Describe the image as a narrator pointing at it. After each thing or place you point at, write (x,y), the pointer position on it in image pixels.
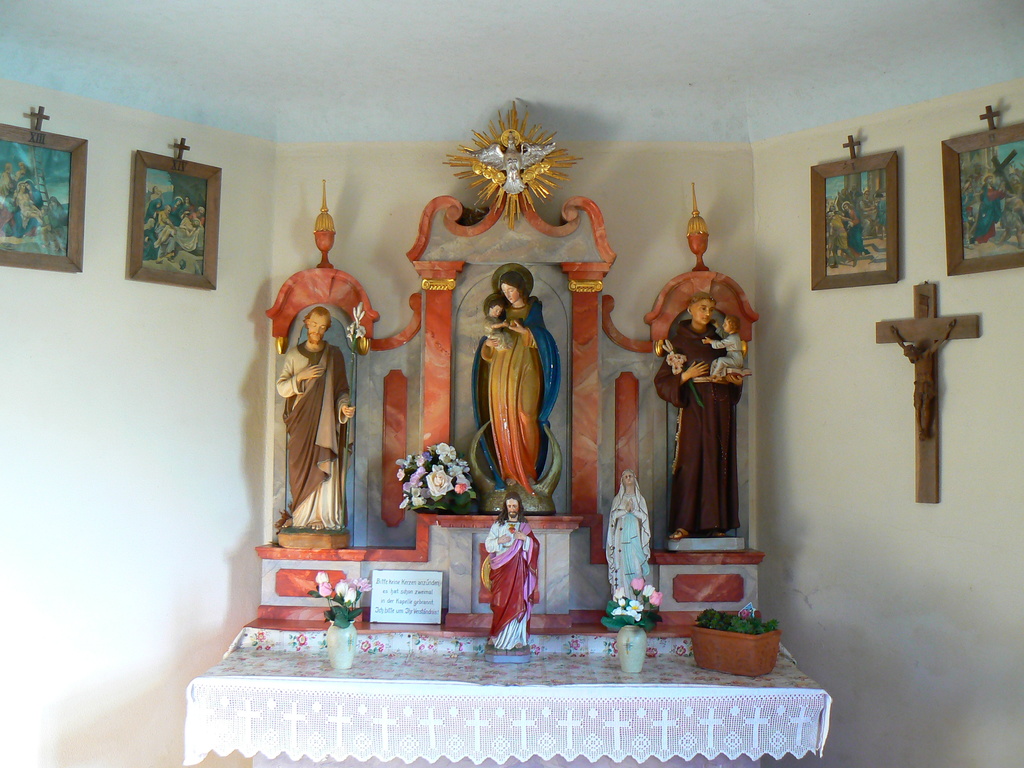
In this image there are statues of god (316,486). There are walls (826,427). There are photos (985,144) on the walls (109,465).
